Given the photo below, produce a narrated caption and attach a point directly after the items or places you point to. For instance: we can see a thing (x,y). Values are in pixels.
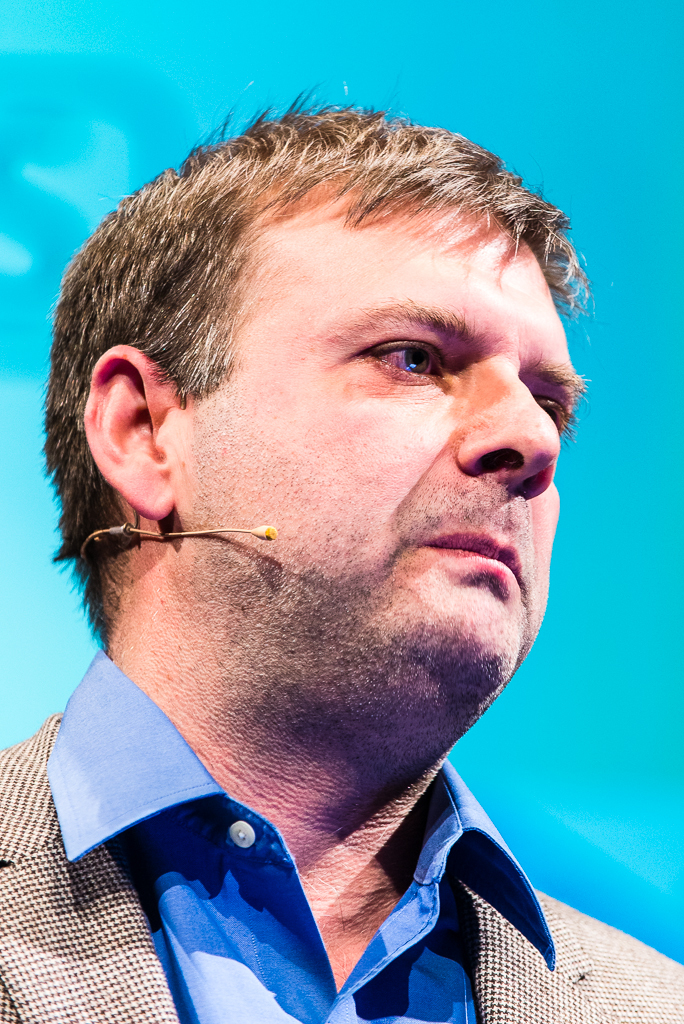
In this picture there is a man (361,646) in the center of the image (286,629).
